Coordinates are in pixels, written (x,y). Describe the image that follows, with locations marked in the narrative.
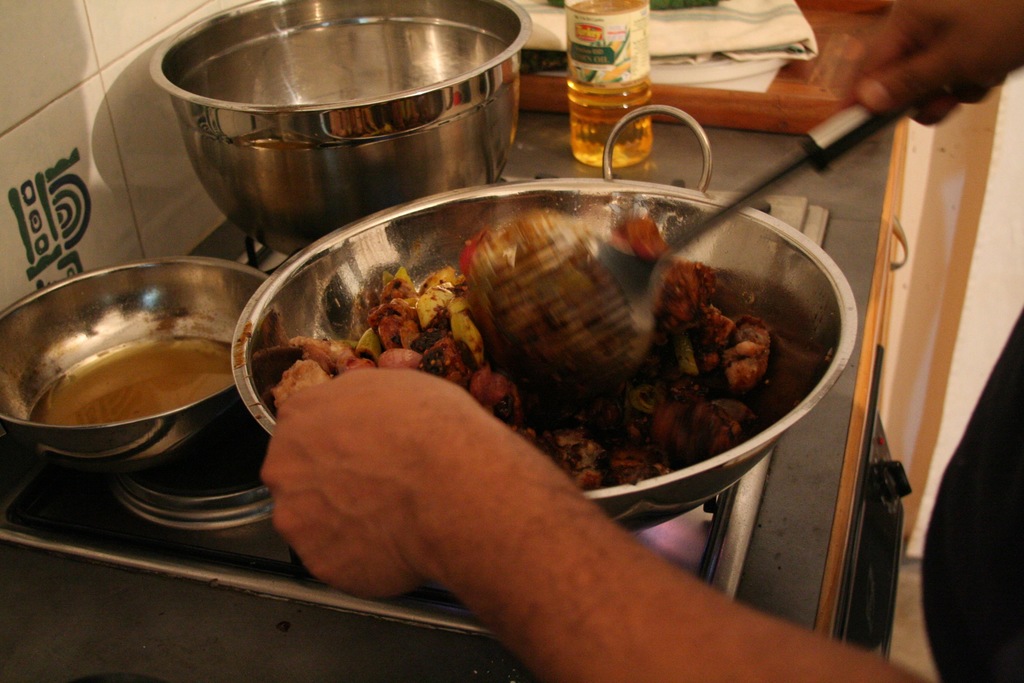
In this image I can see few vessels (380,183) on the stove (735,529). The person (544,572) is holding the bowl (613,390) and the spoon (599,343) and I can see the food (465,344) in the bowl (448,352). In the background (612,11) I can see the bottle (597,127), cloth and the wall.
